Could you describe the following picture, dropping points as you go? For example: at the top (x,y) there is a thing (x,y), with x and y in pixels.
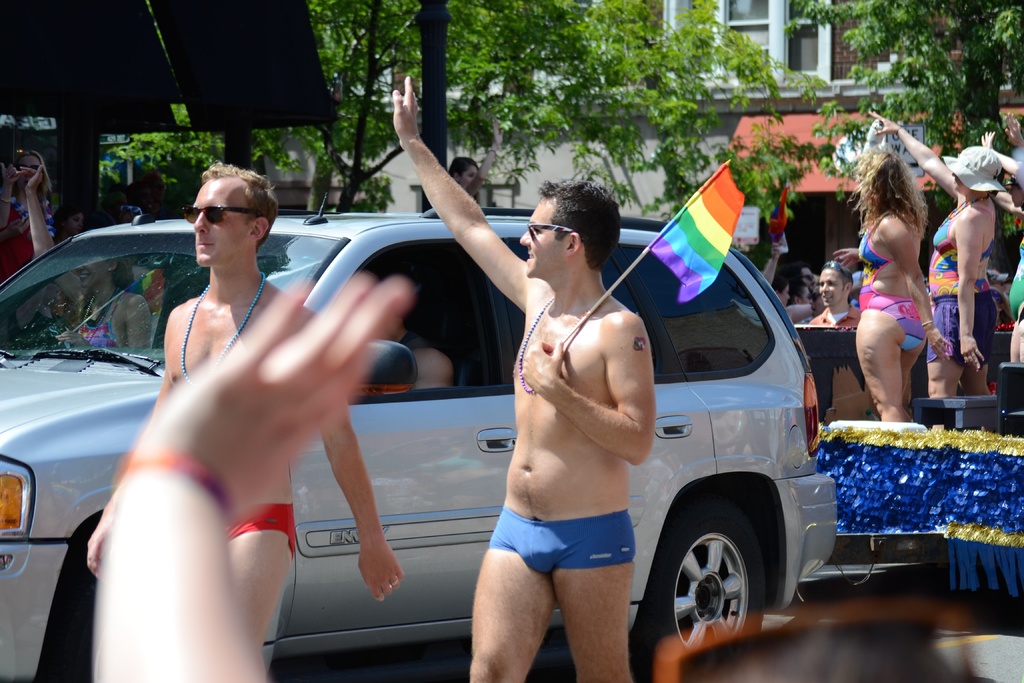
As we can see in the image there are few people (219,410) here and there, trees (355,103), building (810,36) and a white color car (710,492). The man (554,465) over here is holding a flag (634,266).
